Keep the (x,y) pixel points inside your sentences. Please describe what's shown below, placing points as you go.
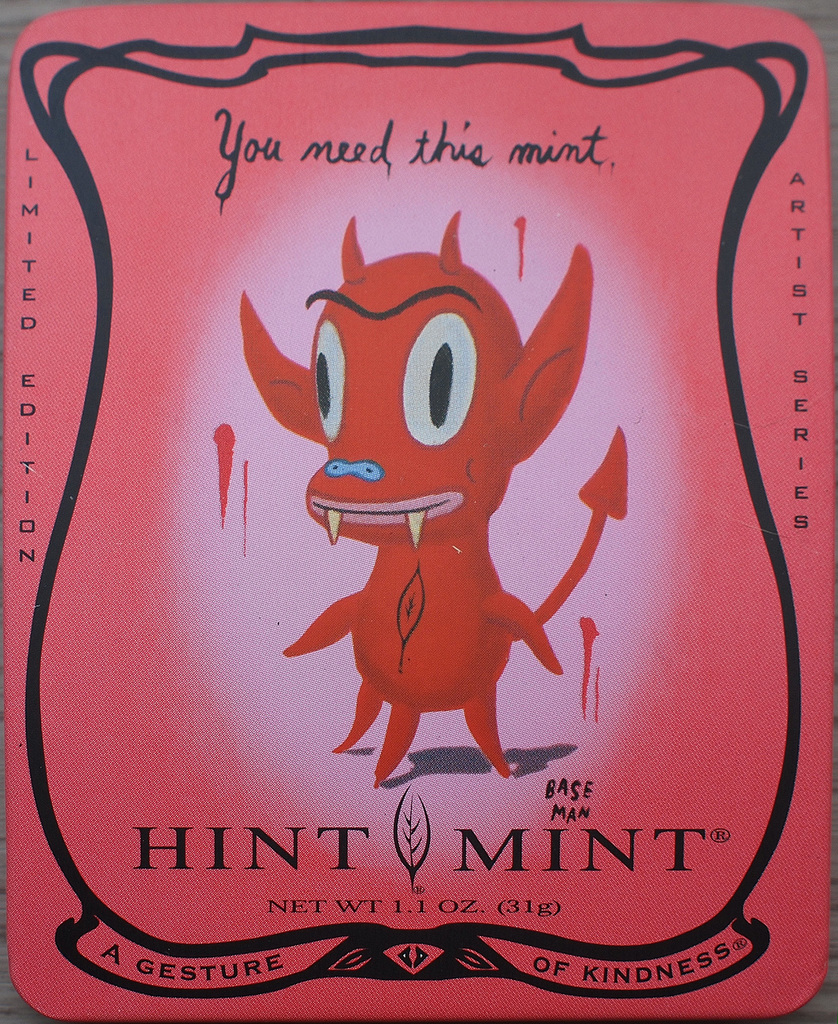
In this image there is a poster (357,596). On the poster (442,547) there is an image of cartoon (517,627) and some text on it.
